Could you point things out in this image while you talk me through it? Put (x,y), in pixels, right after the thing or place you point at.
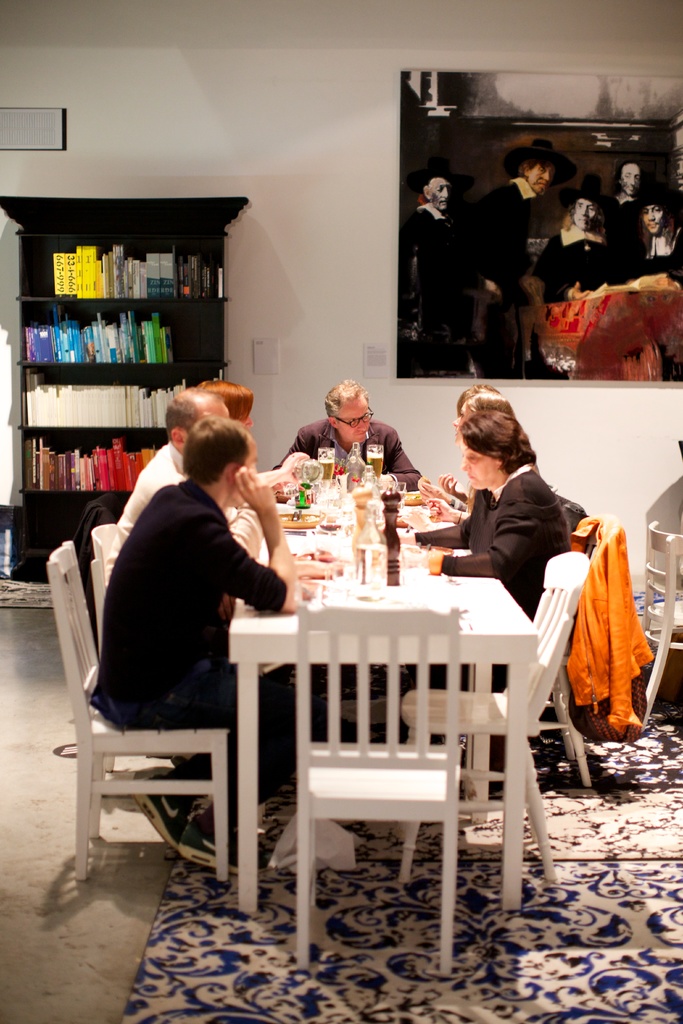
In this image i can see few people (514,509) sitting few glasses (398,489), bottle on a table (405,580) at the back ground (517,143) i can see few books (150,291) in a rack (156,305), a frame (479,167) attached to a wall (391,97).
